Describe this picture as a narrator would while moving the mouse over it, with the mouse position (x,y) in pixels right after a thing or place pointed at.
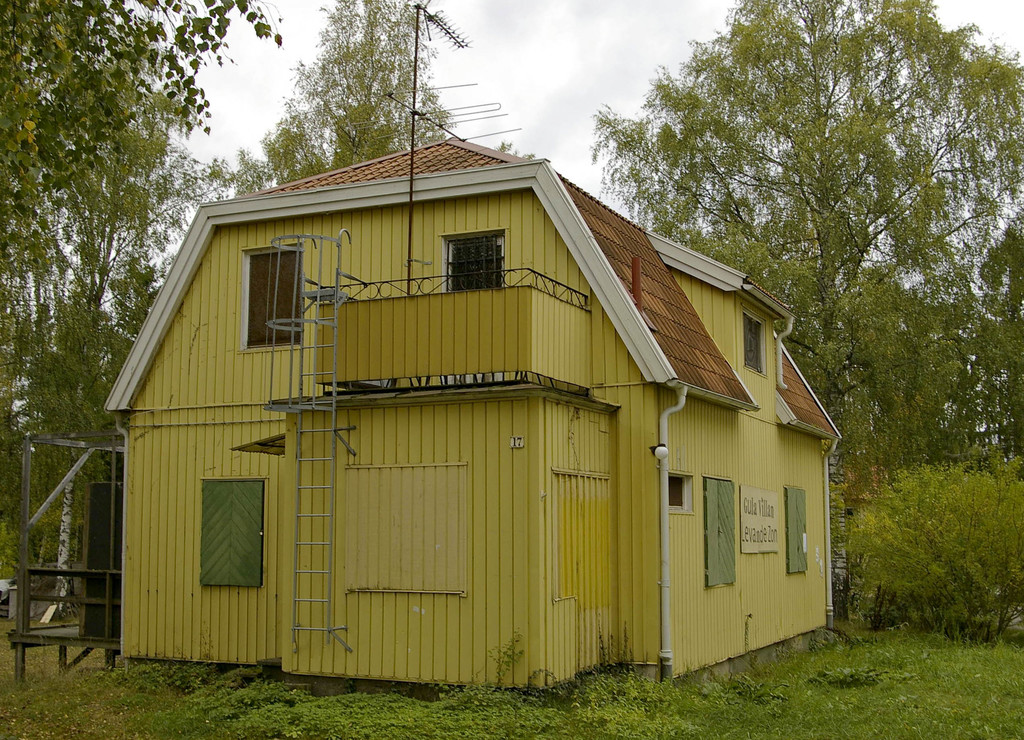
In this image there is a house (420,474) in middle of this image (385,425) and there are some trees (996,428) in the background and there is a sky (551,80) at top of this image (562,51). There is one antenna (410,253) is attached at top of this house (414,211).
